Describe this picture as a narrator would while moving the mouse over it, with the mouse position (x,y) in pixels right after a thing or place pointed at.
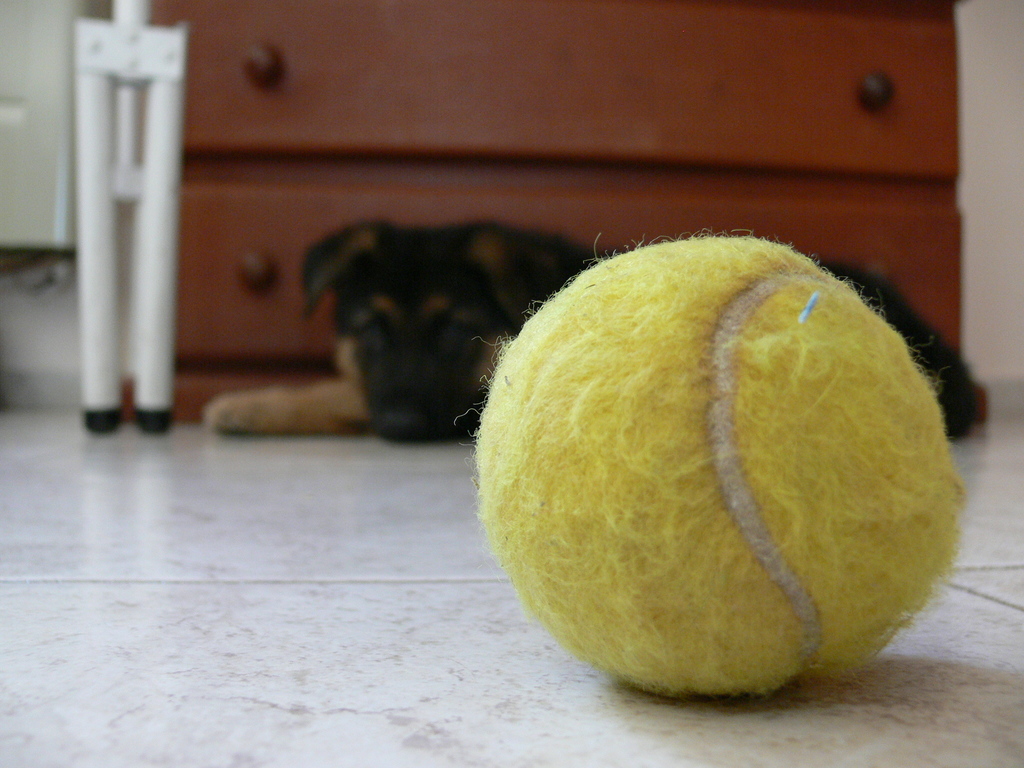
This picture is clicked inside. In the foreground (671,443) there is a ball (567,503) placed on the ground (418,638) and we can see a dog (504,296) seems to be sitting on the ground (326,446). In the background (651,38) we can see a wooden object (410,152) and the wall (976,57).
